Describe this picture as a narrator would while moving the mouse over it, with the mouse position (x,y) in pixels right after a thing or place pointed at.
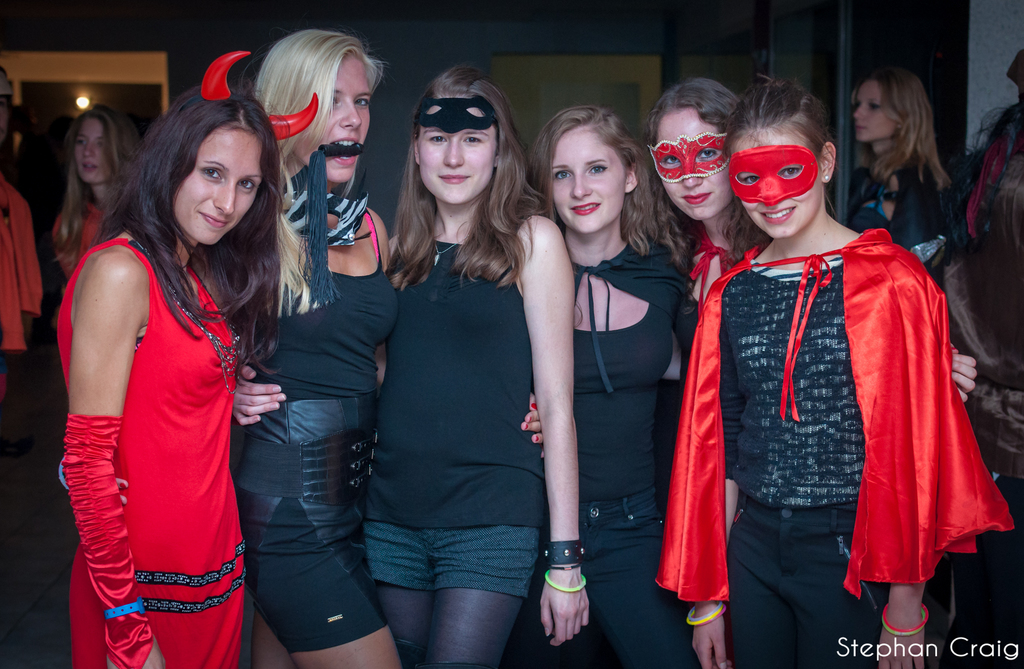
In the center of the image (387,278) we can see some people (332,324) are standing and wearing the costumes (644,476). In the background of the image (359,23) we can see the wall (1016,40), light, door (950,42) and some people (975,268) are standing. At the top of the image (71,29) we can see the roof (56,16). In the bottom right corner (922,659) we can see the text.
